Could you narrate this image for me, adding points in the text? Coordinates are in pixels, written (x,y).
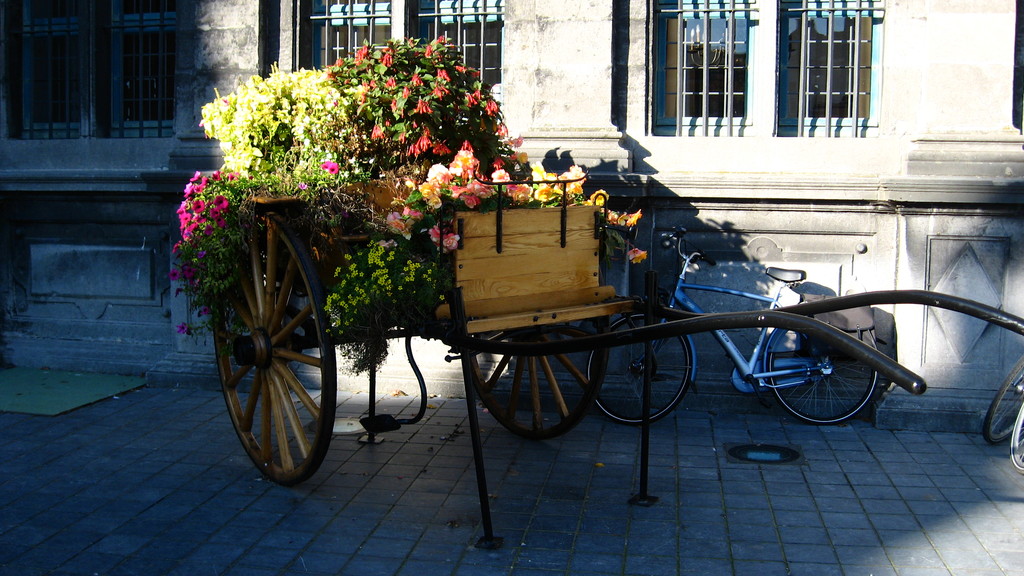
In this image we can see a cart (329,339) on the floor (348,448) and its carriage (462,265) is filled with plants (401,144) and flowers (382,269). In the background (738,86) we can see a building (226,65), windows (811,115) and bicycles (864,383).
